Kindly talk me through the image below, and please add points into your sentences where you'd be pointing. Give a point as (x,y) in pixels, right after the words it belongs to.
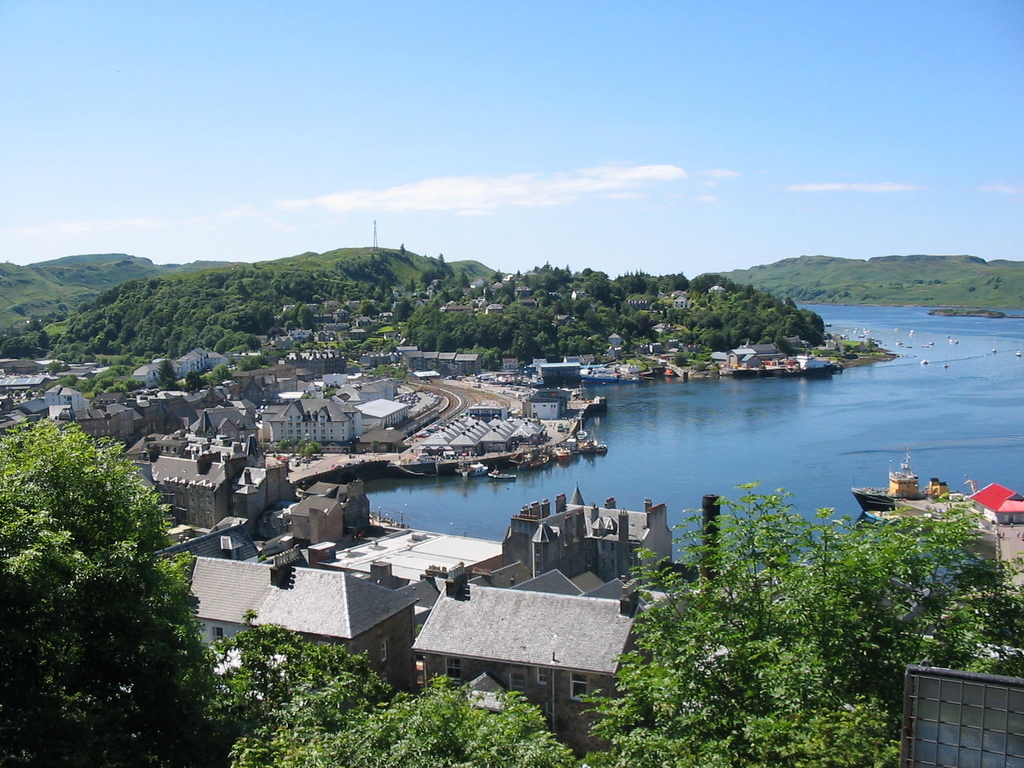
In this image there are trees (190,690), buildings (348,513), hills (456,338). In the middle (632,465) there is a water body (871,422). The sky (646,262) is having few patches of cloud (608,174).
